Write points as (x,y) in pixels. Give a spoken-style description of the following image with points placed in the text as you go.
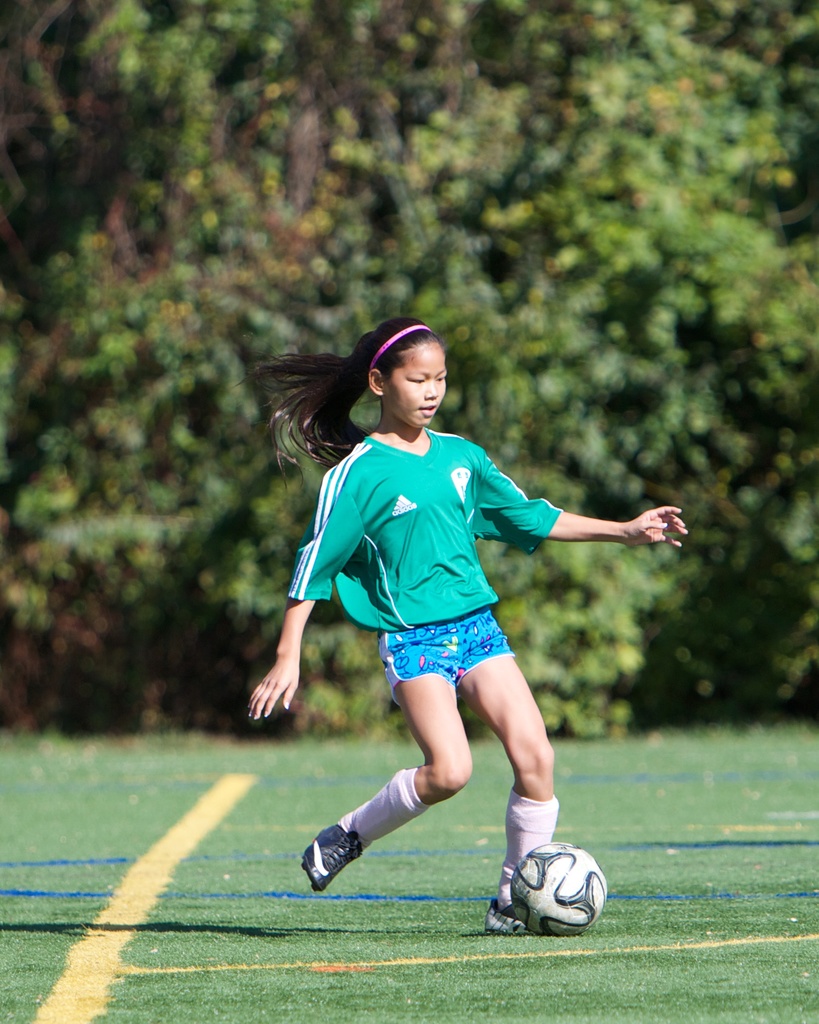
On the background (550,242) we can see trees (381,128). here we can see one girl (359,374) is playing a football (537,892) in a ground (501,808). She wore pink colour hair band (388,347).
